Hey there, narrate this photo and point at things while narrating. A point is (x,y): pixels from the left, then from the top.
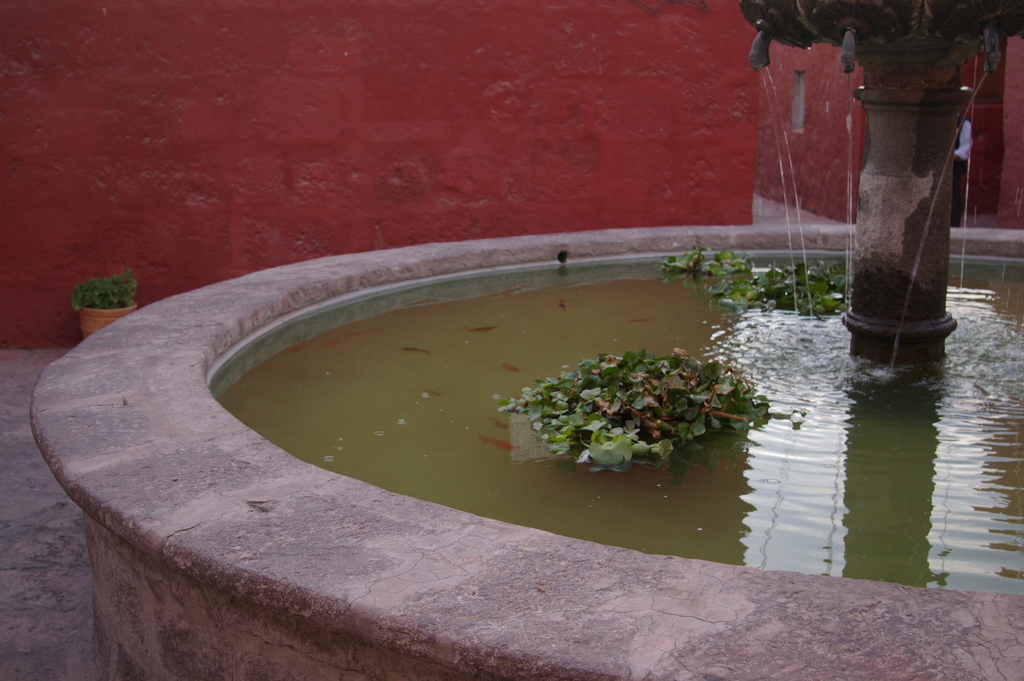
In this image, I can see a fountain (911,401), house plants (664,447), a person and a wall (428,146). This image is taken in a day.
